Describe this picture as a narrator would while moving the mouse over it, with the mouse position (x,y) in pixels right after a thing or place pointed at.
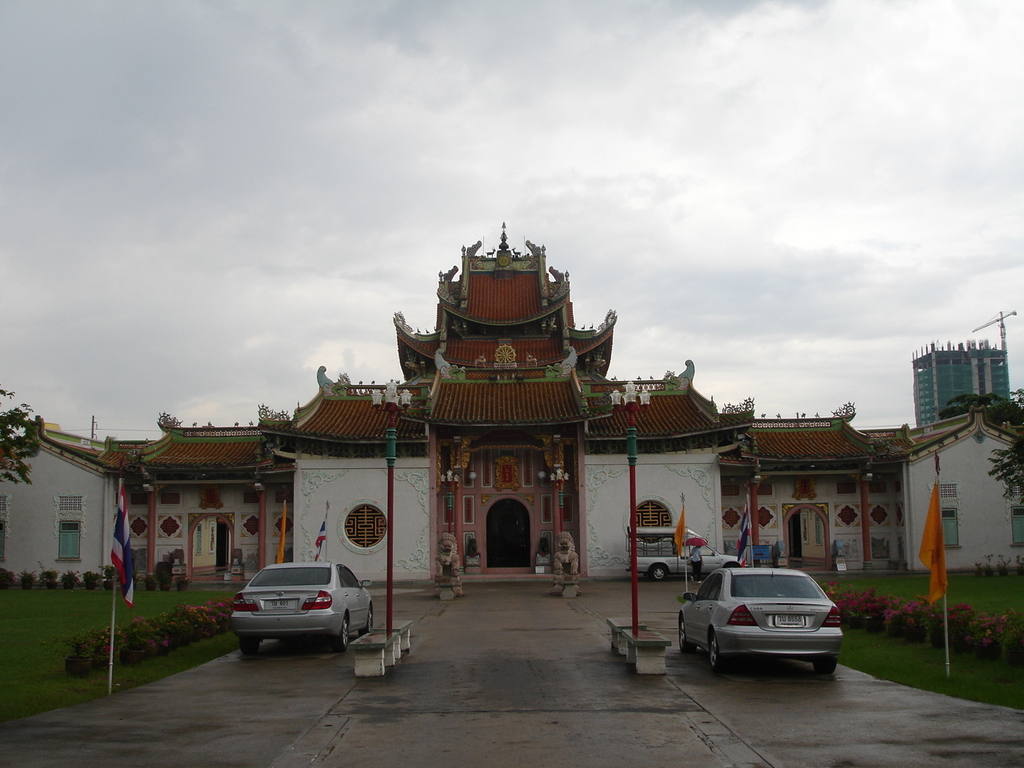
At the top of the image (589,204) we can see sky (489,190) with clouds (727,143), buildings (930,362), construction crane (989,326), trees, plants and house plants (84,671). At the bottom of the image (56,672) we can see grass (87,686), floor (531,686), street poles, flag (933,522), flag posts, motor vehicles (313,599) and a person (695,564) standing on the floor (624,597).
